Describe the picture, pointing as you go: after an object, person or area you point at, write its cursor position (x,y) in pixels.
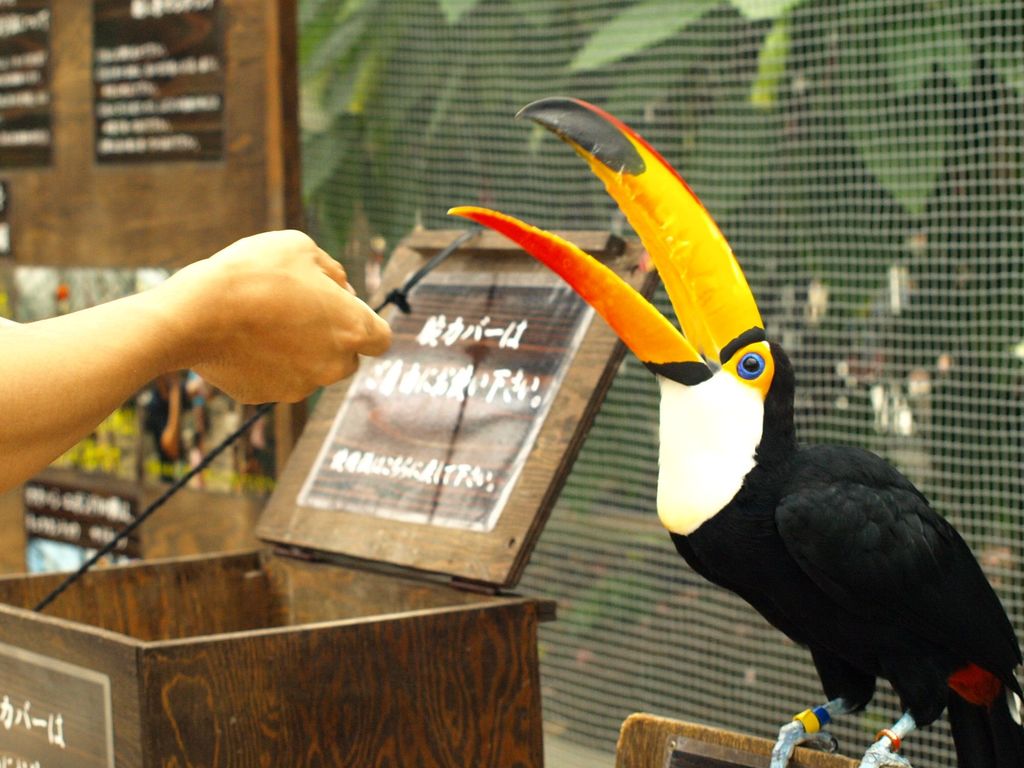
In this image we can see a bird (851,530). There is a box (336,614) and few posters (443,427) on it in the image. There is a notice board (150,151) at the left side of the image (164,149). There are few plants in the image. There is a fence (831,40) in the image. We can see a person's hand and an object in the hand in the image.
